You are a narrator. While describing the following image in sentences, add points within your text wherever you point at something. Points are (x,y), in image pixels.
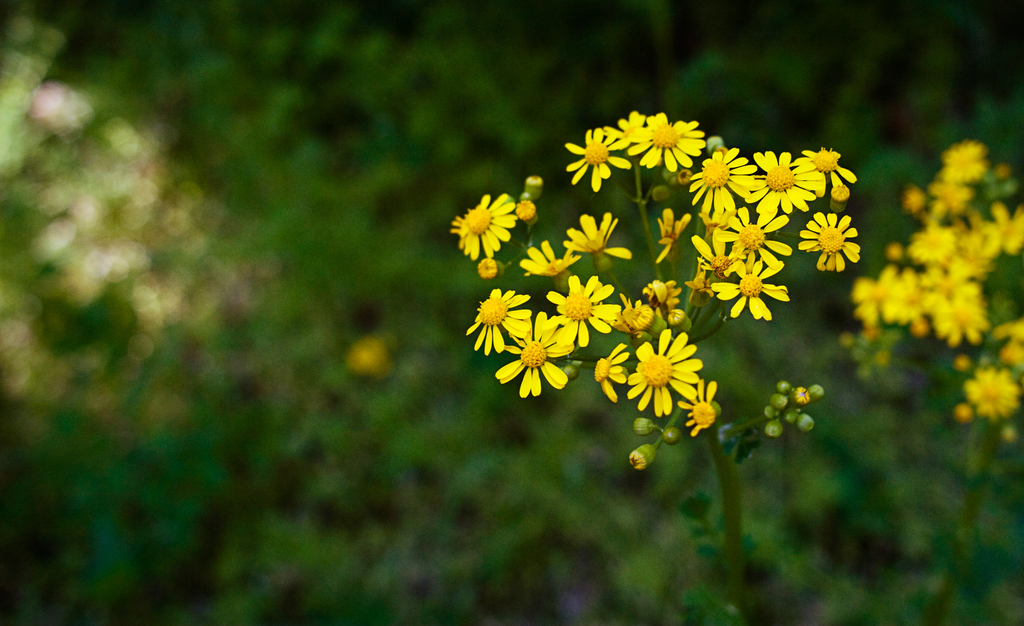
In this image, we can see some plants (624,324) with flowers (693,428). We can also see the blurred background (86,395).
